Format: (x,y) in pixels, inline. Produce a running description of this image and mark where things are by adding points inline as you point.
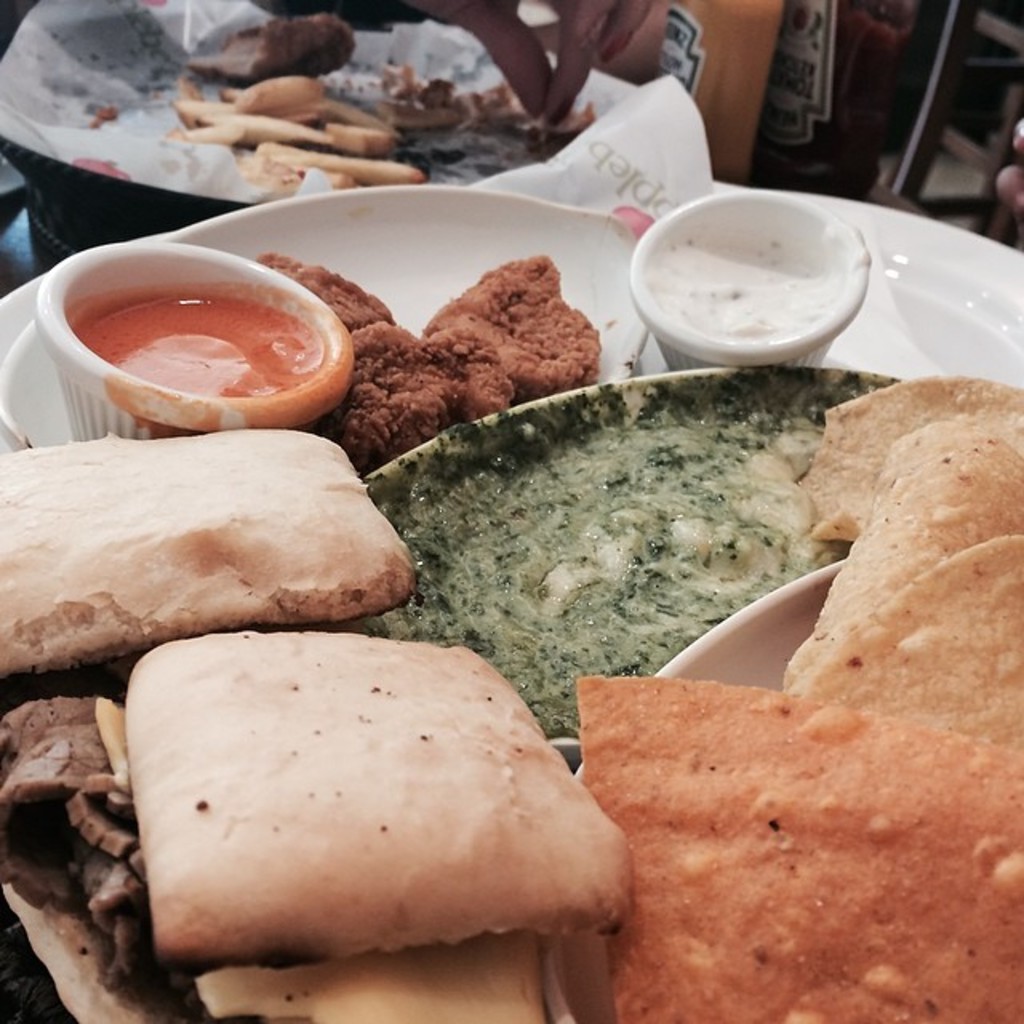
There is a sandwich (264,707), chips (861,868) and other food items (464,354), chutneys (222,333) arranged in a plate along with white color paper (663,151). In the background (500,46), there are food items (213,112) arranged on the white color paper (34,98) which is on a plate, there is a person (581,30) sitting on a chair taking food item (498,103) from this plate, there are chairs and other objects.
